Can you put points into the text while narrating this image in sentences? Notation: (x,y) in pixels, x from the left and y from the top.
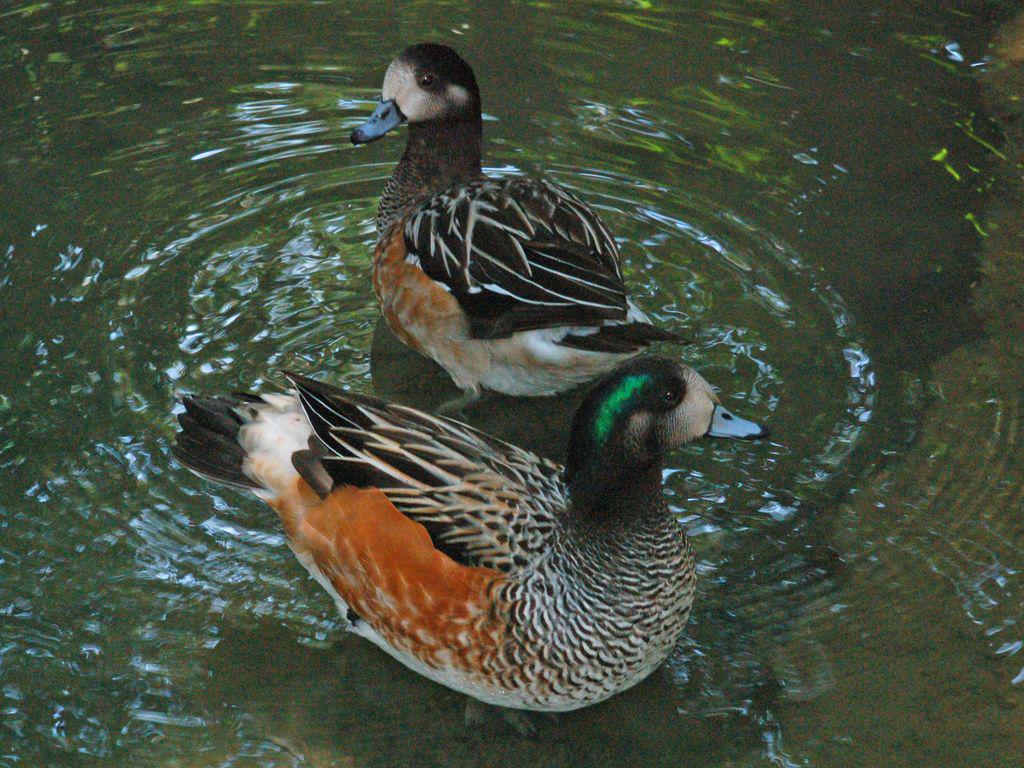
In the image there is water (364,654). On the water (364,654) there are two ducks (448,408).
